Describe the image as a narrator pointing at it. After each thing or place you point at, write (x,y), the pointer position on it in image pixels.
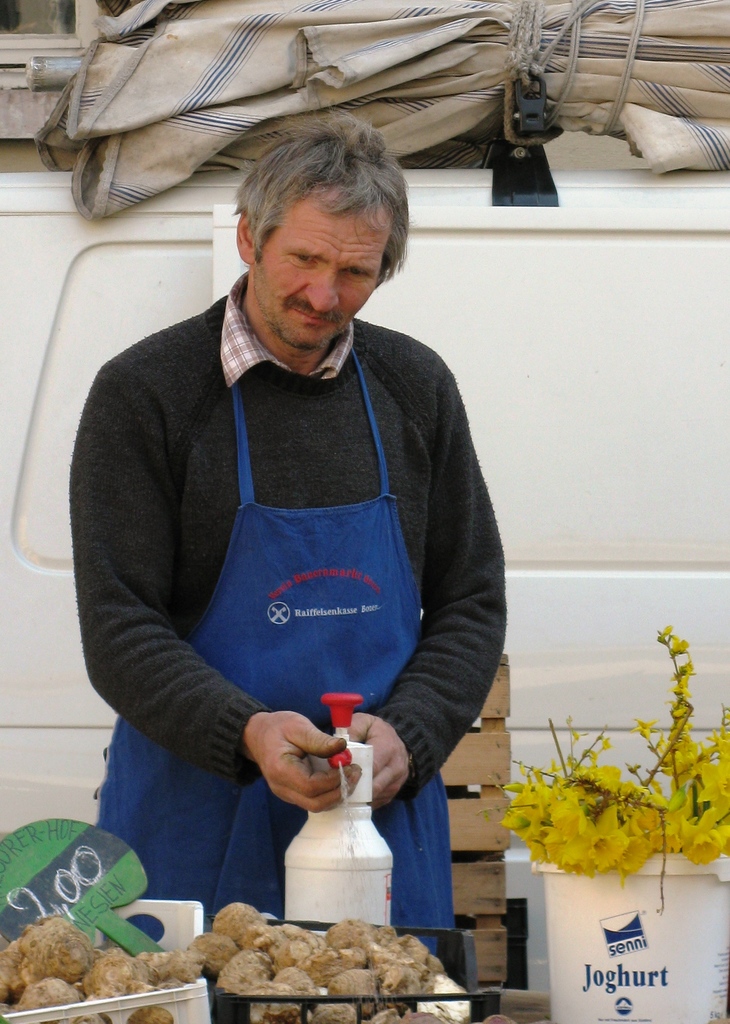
In this image we can see a man (389,802) standing and holding a jar (347,839) in the hands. In addition to this we can see different kinds of food (209,957) arranged in the baskets (324,957), flowers (587,808) in the bucket (628,941) and blankets (337,60) tied at the top (636,117) on the motor vehicle (546,195).
